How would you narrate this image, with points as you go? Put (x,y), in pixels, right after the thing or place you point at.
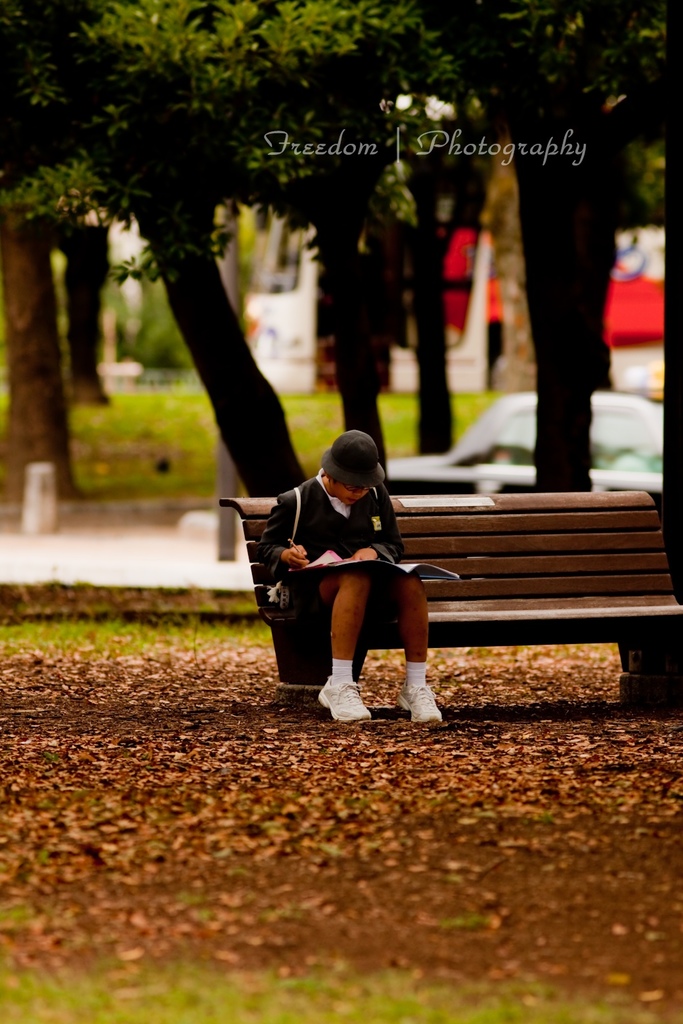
On the background (261,212) we can see trees (8,214), vehicle (454,333) and a grass (398,405). Here we can see one person (358,497) sitting on bench (493,579), holding a pen (292,544) in hand (304,558) and there is a book (417,569). Here we can see dried leaves (277,826).
